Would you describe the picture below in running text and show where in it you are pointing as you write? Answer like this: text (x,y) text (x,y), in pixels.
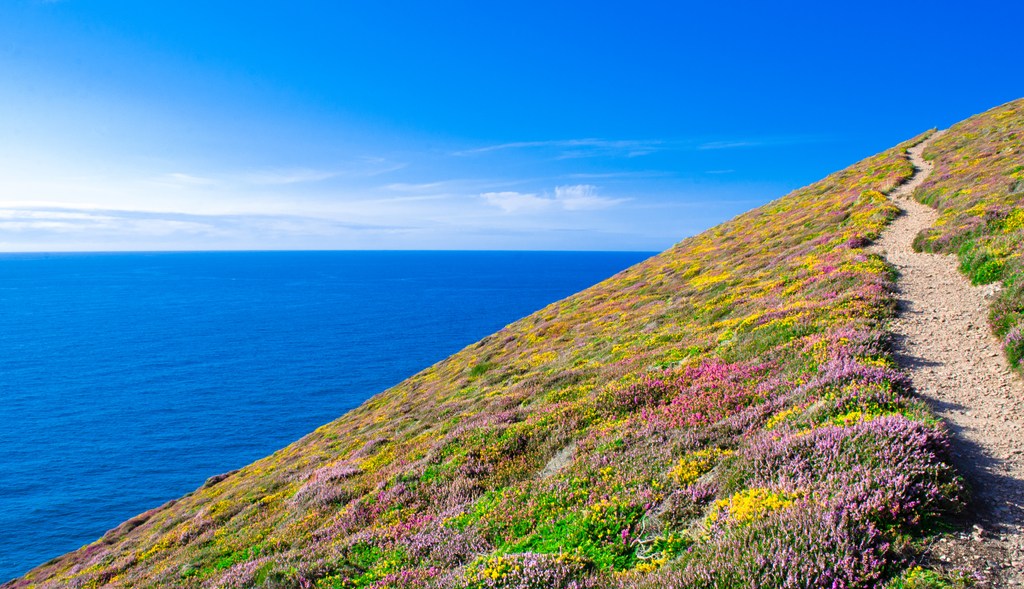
In this image there is a green grass (275,556) and small plants (890,174) in the right corner (807,370). There is water (57,290) in the left corner (55,327). And there is a sky (251,31) at the top (695,165).
